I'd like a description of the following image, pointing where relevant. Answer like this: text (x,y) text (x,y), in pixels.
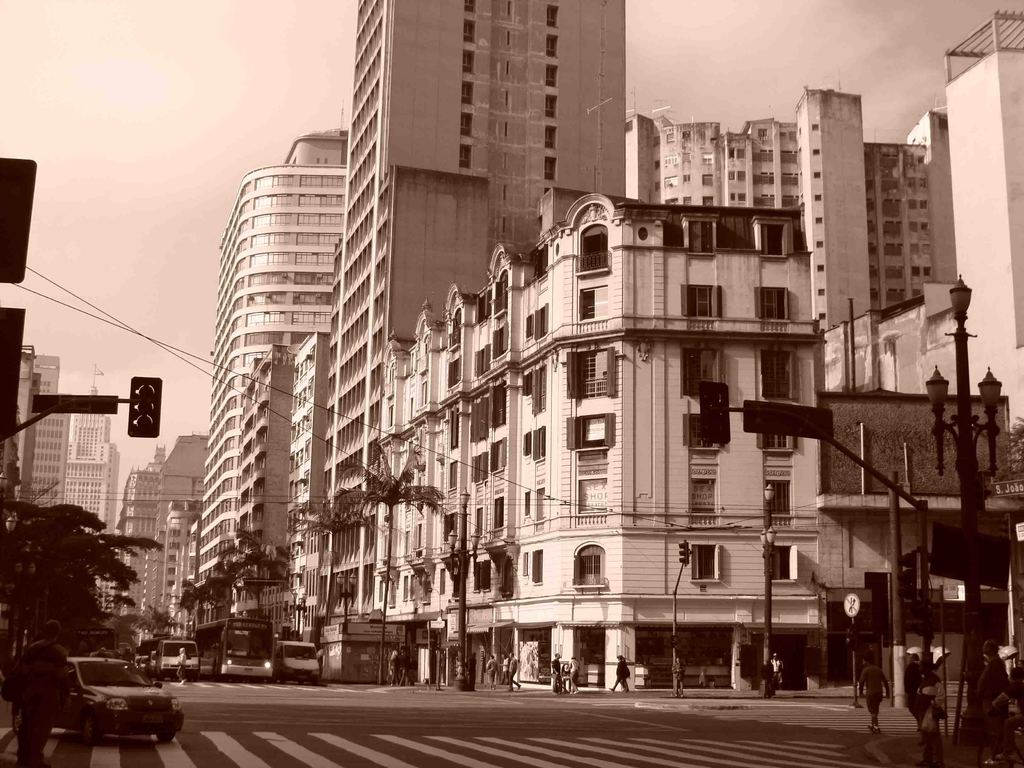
In this image I can see few vehicles (241,654) on the road (424,695), few persons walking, a traffic signal (146,437), buildings (294,377) and the sky (161,54). The image is in black and white.
